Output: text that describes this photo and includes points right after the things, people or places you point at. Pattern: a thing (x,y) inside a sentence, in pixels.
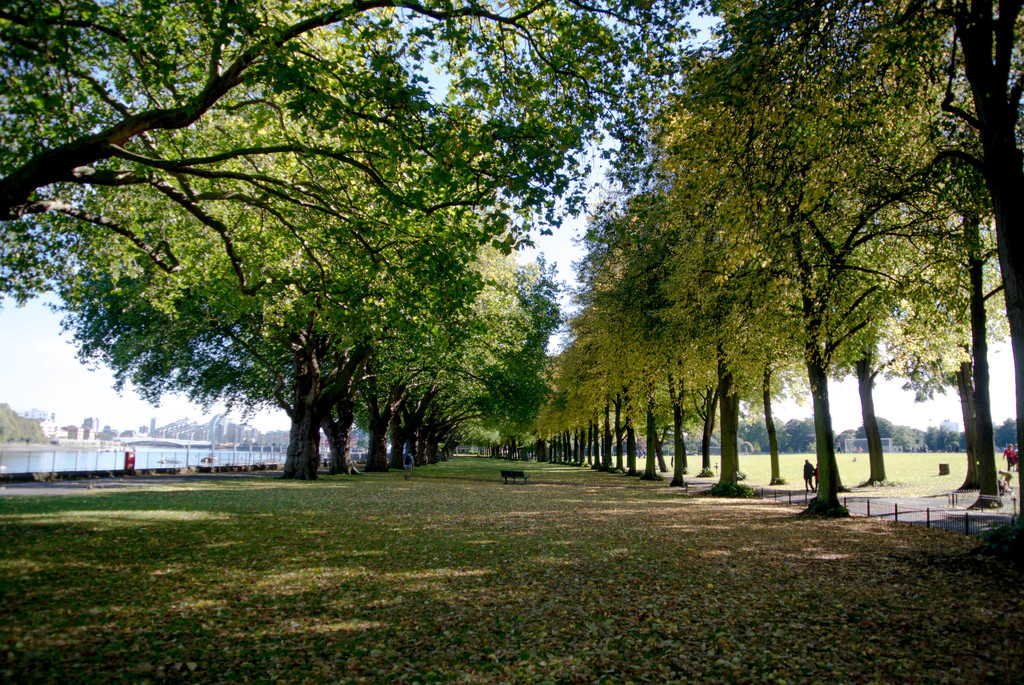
In this image we can see the grass (327,539), bench (513,472), people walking on the road (949,509), trees (725,314), water (75,448), buildings (229,433) and the sky (41,380) in the background (50,374).
